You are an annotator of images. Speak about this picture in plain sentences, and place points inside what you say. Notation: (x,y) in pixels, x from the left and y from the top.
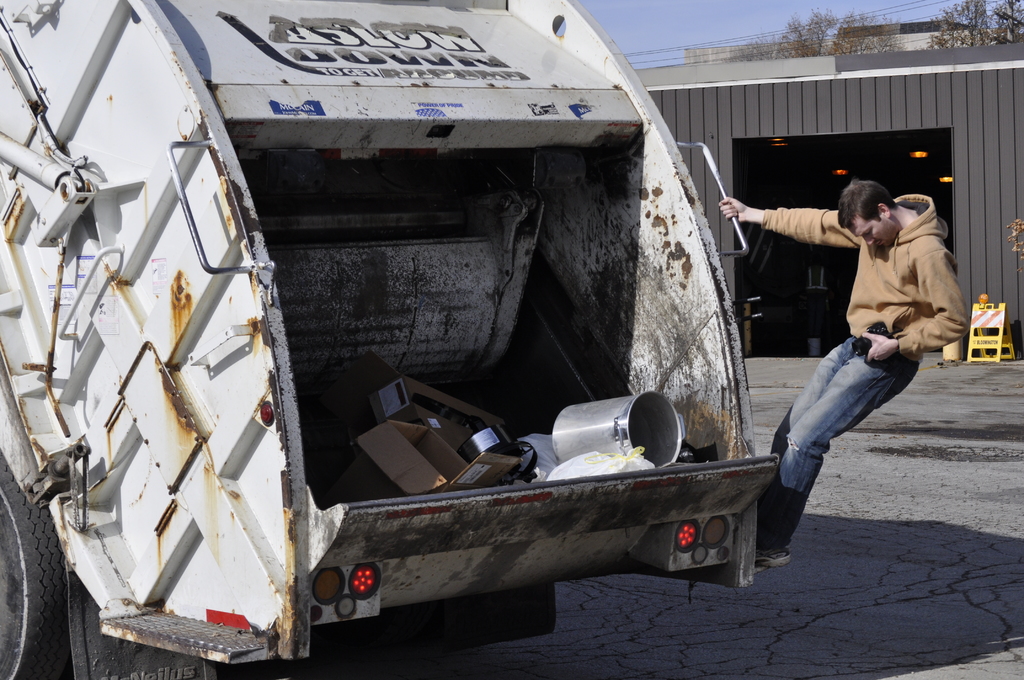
In this picture there is a man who is wearing hoodie (926,299), jeans (801,399) and shoe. He is standing on the truck's ladder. In the truck (434,380) I can see some wastage (409,404) like a carton boxes (404,448) and buckets (570,438). In the back (794,201) I can see the shed (794,201). In front of the shed (1019,301) I can see the board (971,349) and road (969,400). In the background (976,22) I can see the building (892,33) and trees (952,22). In the top right (758,33) there is a sky (634,35).
